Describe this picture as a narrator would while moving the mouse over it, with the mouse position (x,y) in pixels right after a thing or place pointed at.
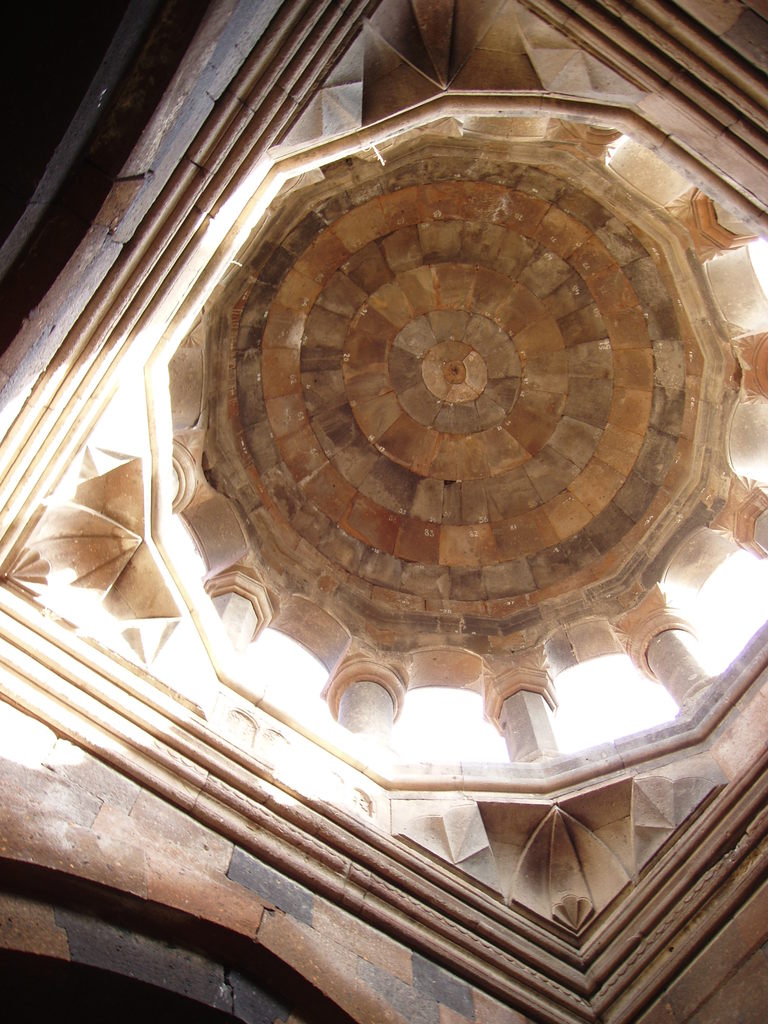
It is an inside part of a fort (511,475).
